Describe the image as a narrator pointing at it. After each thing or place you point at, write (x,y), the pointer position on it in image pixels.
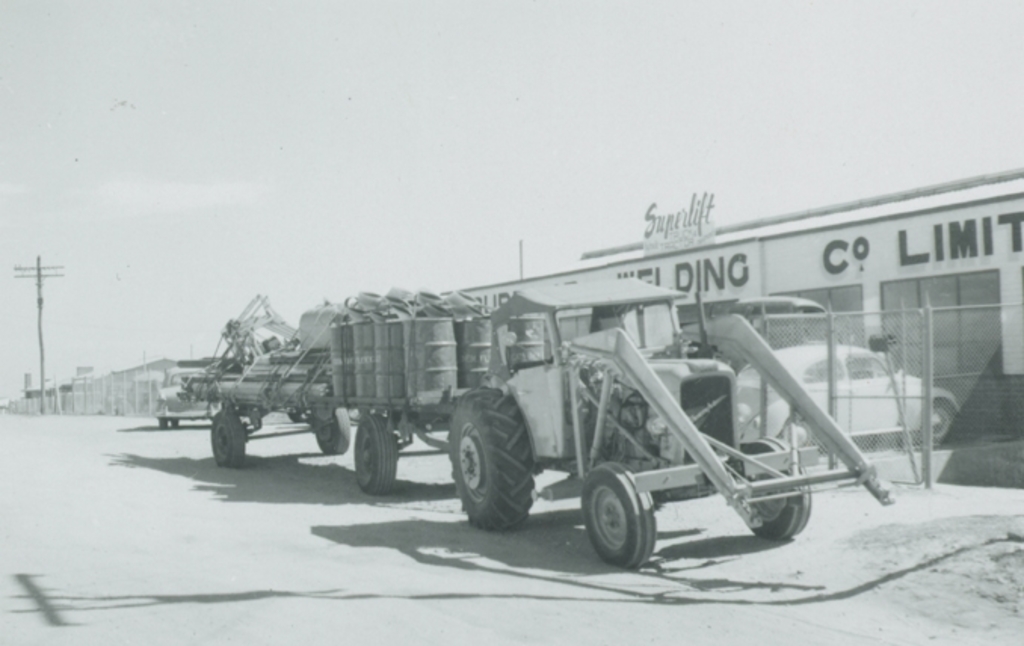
This is a black and white picture and in this picture we can see vehicles (319,442) on the ground (275,482), poles (40,344), fences (155,394), buildings (950,251), windows (612,315) and some objects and in the background (434,182) we can see the sky (478,231).
